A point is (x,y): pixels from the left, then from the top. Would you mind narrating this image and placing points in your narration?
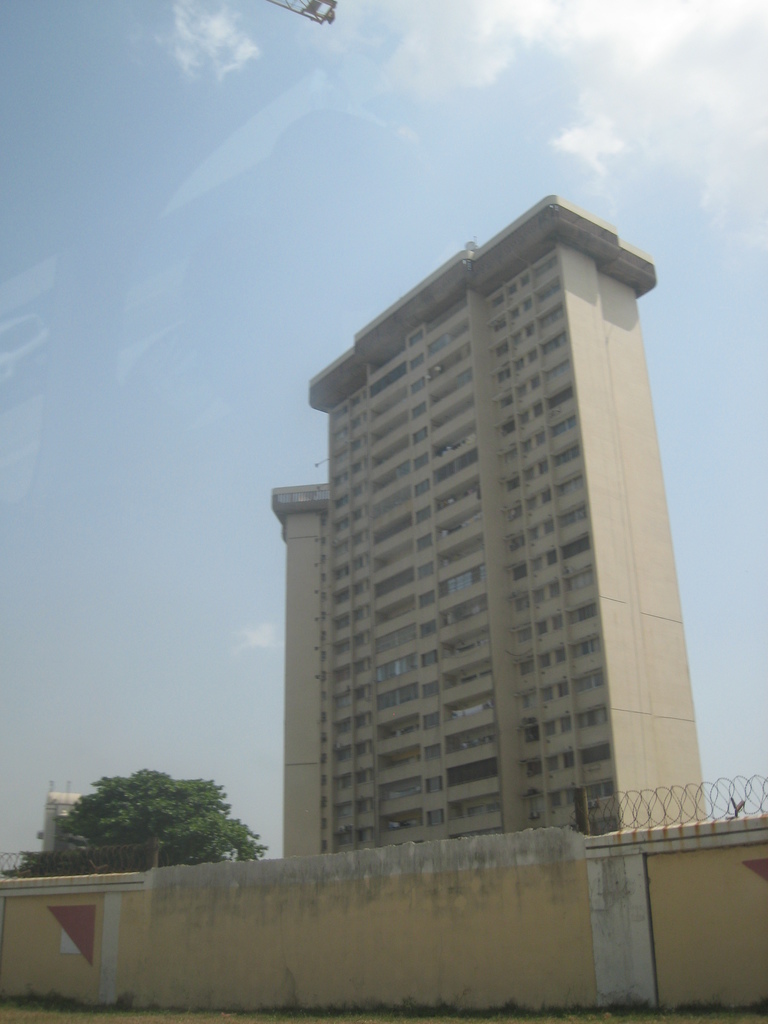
In this picture we can see wall (136,920), fence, buildings (438,729) and tree (214,857). In the background of the image (560,82) we can see the sky (606,128).
